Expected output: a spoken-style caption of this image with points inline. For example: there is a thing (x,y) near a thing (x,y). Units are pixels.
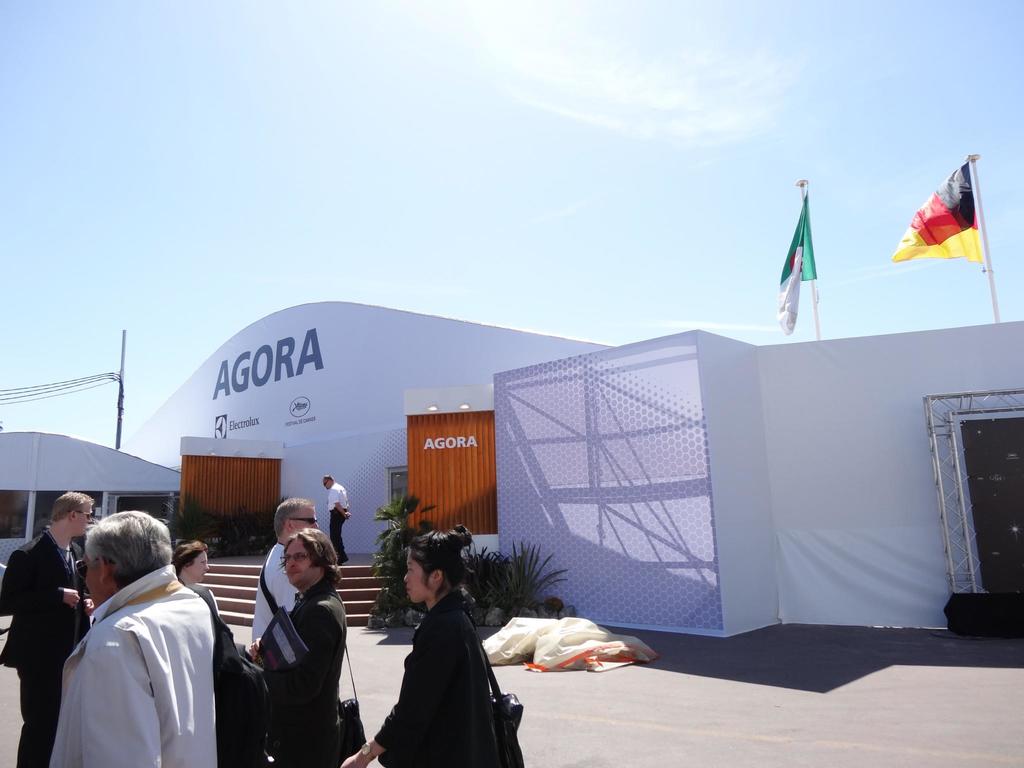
This image is taken outdoors. At the top of the image (158,189) there is a sky (204,218) with clouds (744,57). At the bottom of the image (703,728) there is a floor (630,717). On the left side of the image (121,722) a few people (199,559) are standing on the floor (360,673). In the middle of the image (492,494) there is a building (308,462) with walls (246,483), windows (20,520) and doors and there is a board (279,395) with text (259,356) on it and there are two flags (906,250).
